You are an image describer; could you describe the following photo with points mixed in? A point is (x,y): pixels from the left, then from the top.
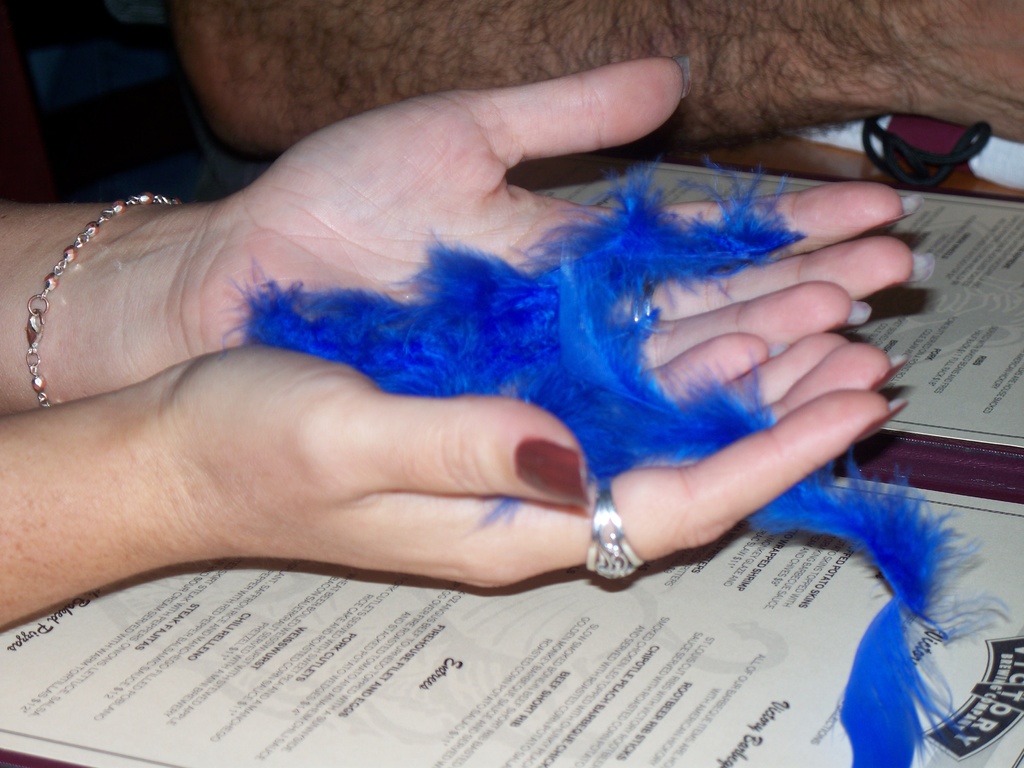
In this picture we can see hands (154,262) of two persons (591,46), they are looking like menus (1011,311) at the bottom (822,566), we can see feathers (578,384) in these hands (510,256).
